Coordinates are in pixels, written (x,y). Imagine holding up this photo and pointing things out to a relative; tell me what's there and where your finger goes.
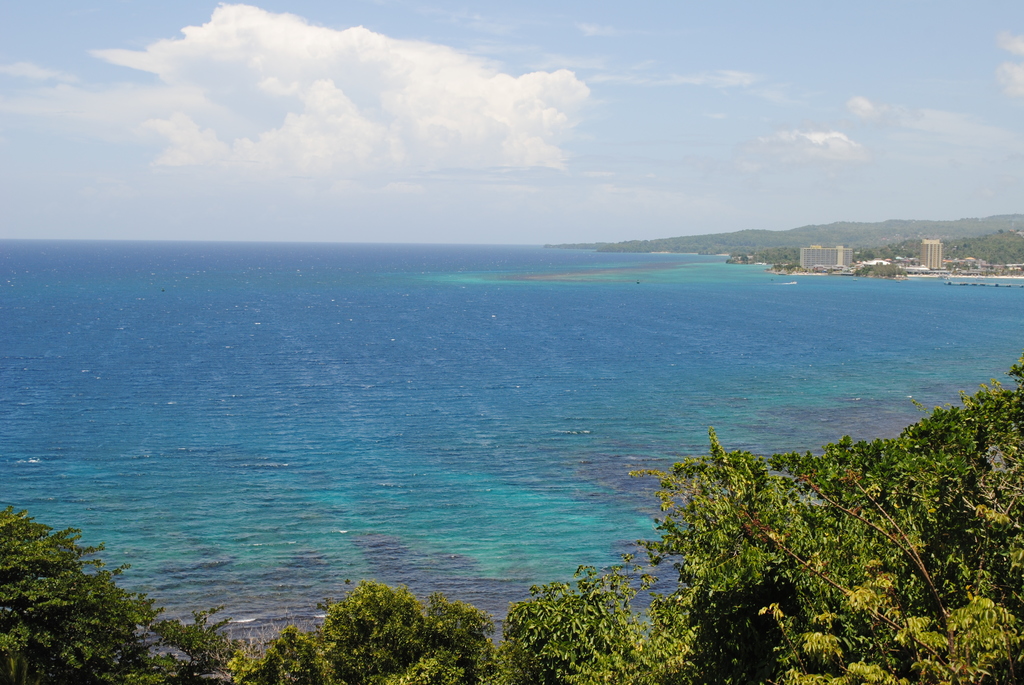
This image consists of water (494,364) in the middle (524,418). There are trees (559,644) at the bottom (645,624). There are buildings (816,261) on the right side (952,263). There is sky (618,169) at the top (450,169).
